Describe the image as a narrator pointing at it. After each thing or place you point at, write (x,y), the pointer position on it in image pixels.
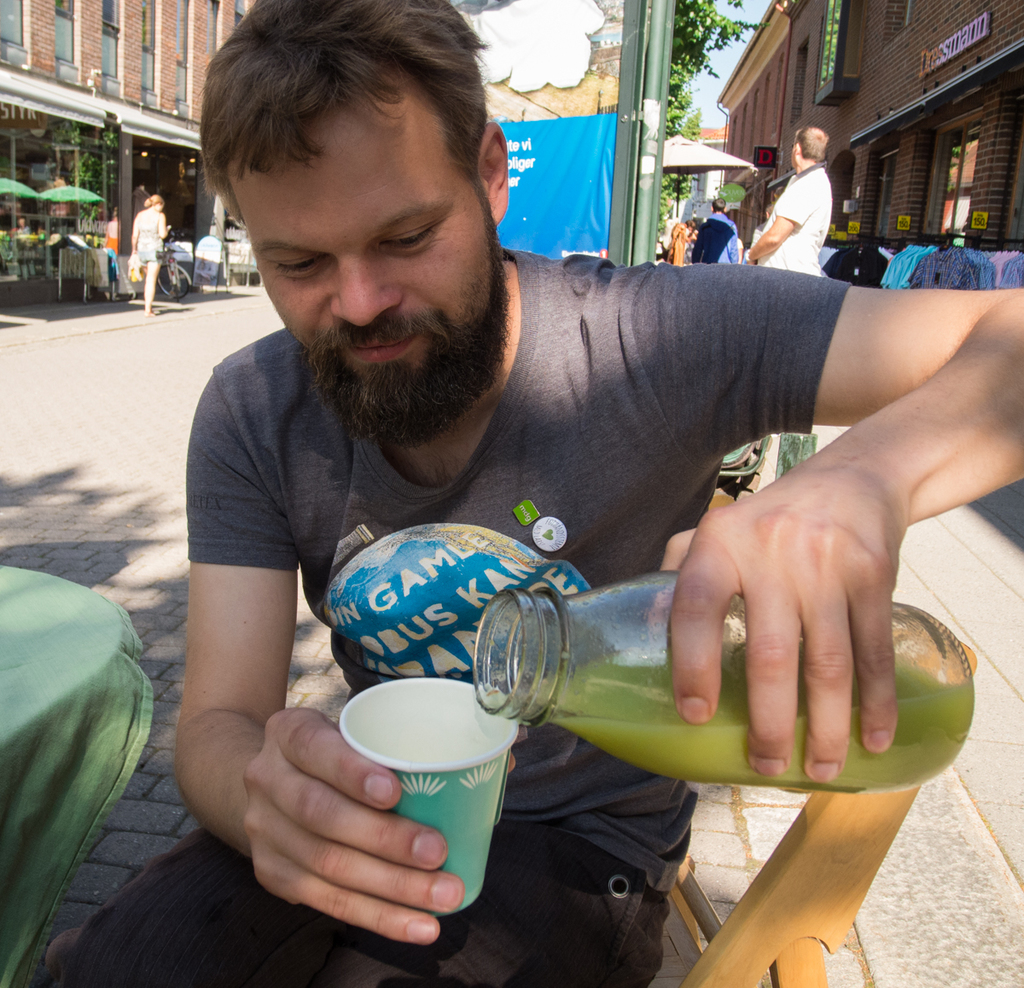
In front of the image there is a man (627,932) sitting on the chair (750,927). He is holding a glass (464,850) in one hand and in other hand (835,661) there is a glass bottle (642,704) with juice (656,735) in it. Beside him on the right side (724,239) there is a footpath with people (736,243), clothes (835,274) and buildings (861,75). And on the left side of the image (161,223) on the footpath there are people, chairs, tables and umbrellas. Behind them there are buildings (885,215) with walls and windows (34,233).
